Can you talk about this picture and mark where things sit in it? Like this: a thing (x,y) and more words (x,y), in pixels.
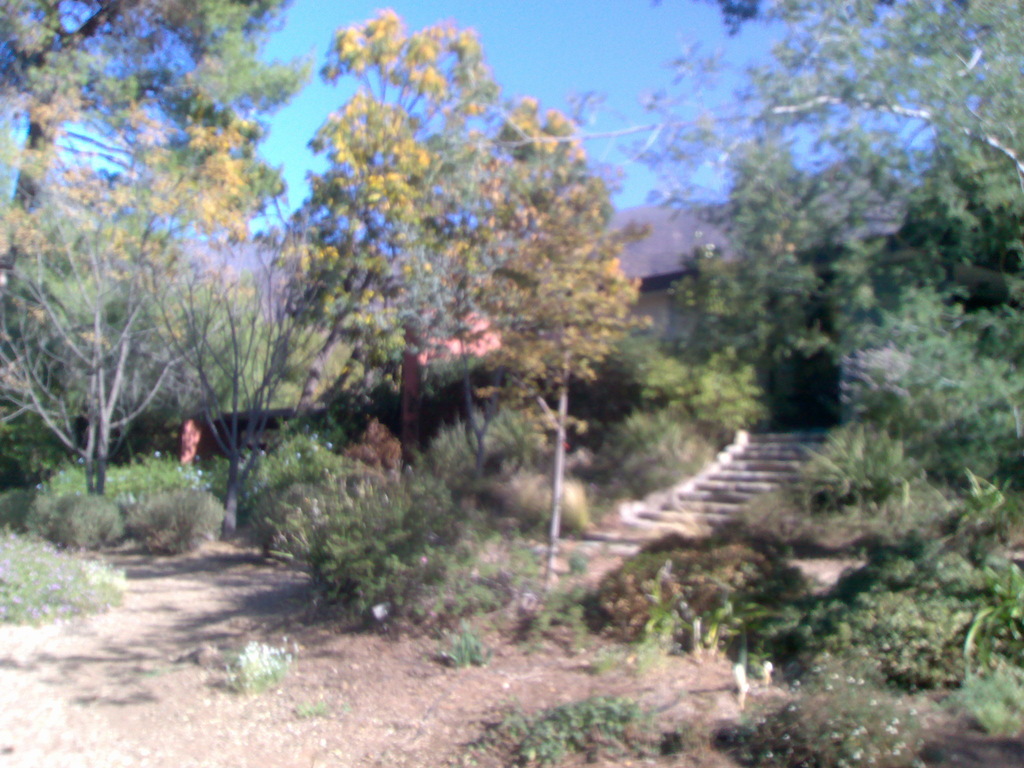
This image is slightly blurred, where we can see shrubs (552,623), trees (184,192), steps (683,507), a house (637,313) and the blue color sky (588,123) in the background (139,489).
